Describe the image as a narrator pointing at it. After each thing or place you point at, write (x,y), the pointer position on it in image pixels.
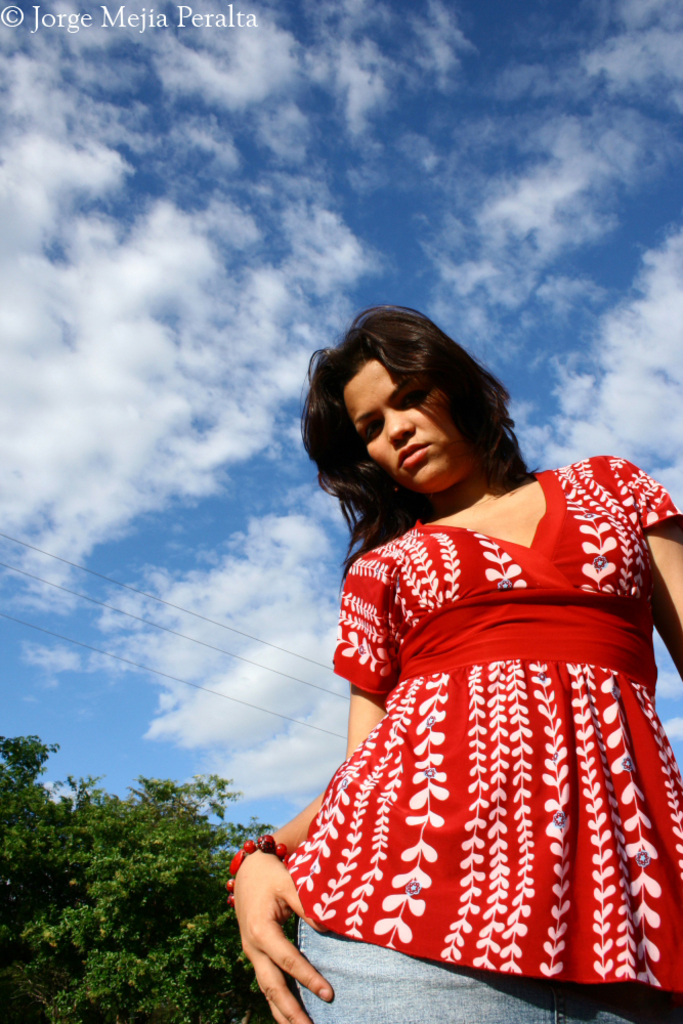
As we can see in the image there is a woman (455,716) wearing red color dress (500,721). There are trees (143,794), sky (160,527) and clouds (187,385).
